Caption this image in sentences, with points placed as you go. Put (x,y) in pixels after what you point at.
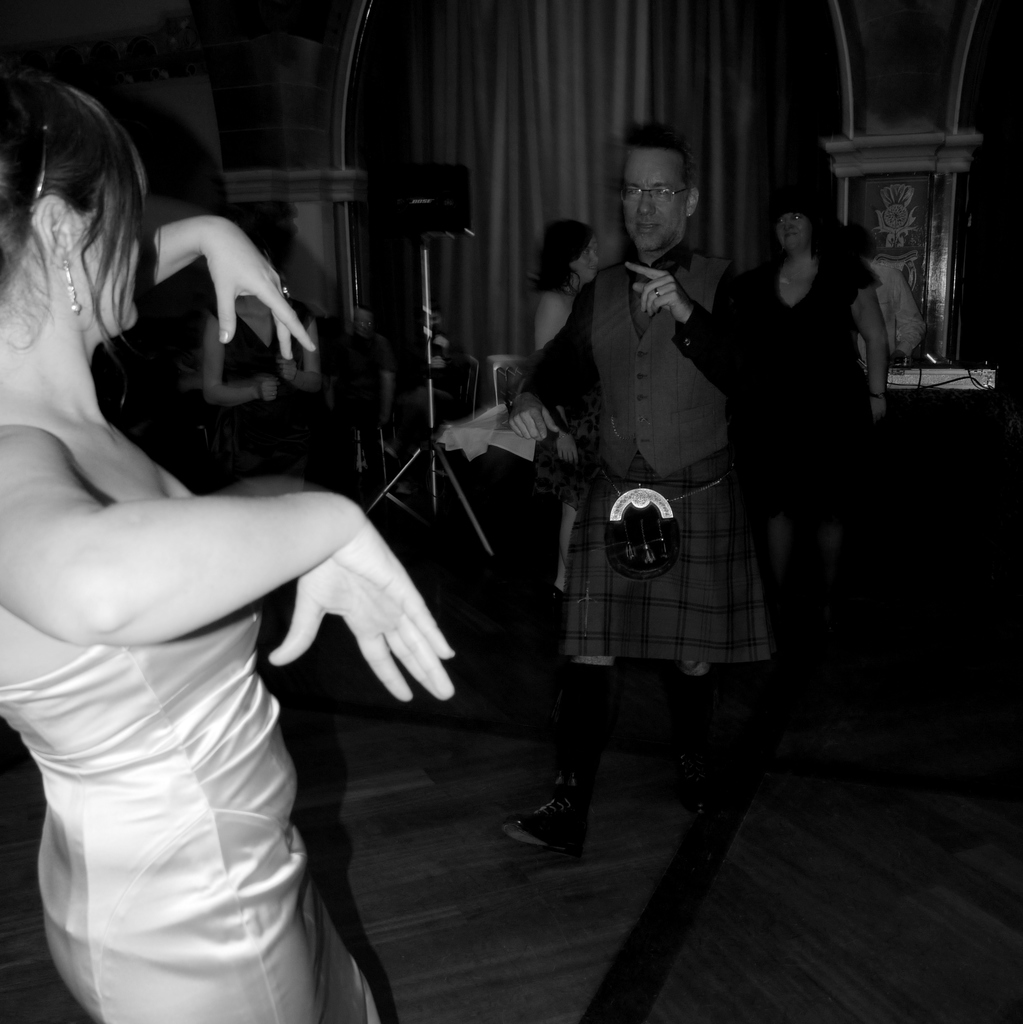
This is a black and white image. On the left side (132,636) there is a woman (129,582) dancing by looking at the man (623,397) who is in front of her. In the background (542,303) there are two women (827,281) standing. There are a metal stand (470,521), chairs (450,385) and few objects (959,453) placed on the floor (456,563). At the top of the image (904,151) there are two pillars (895,111). Behind there is a curtain (616,135).
